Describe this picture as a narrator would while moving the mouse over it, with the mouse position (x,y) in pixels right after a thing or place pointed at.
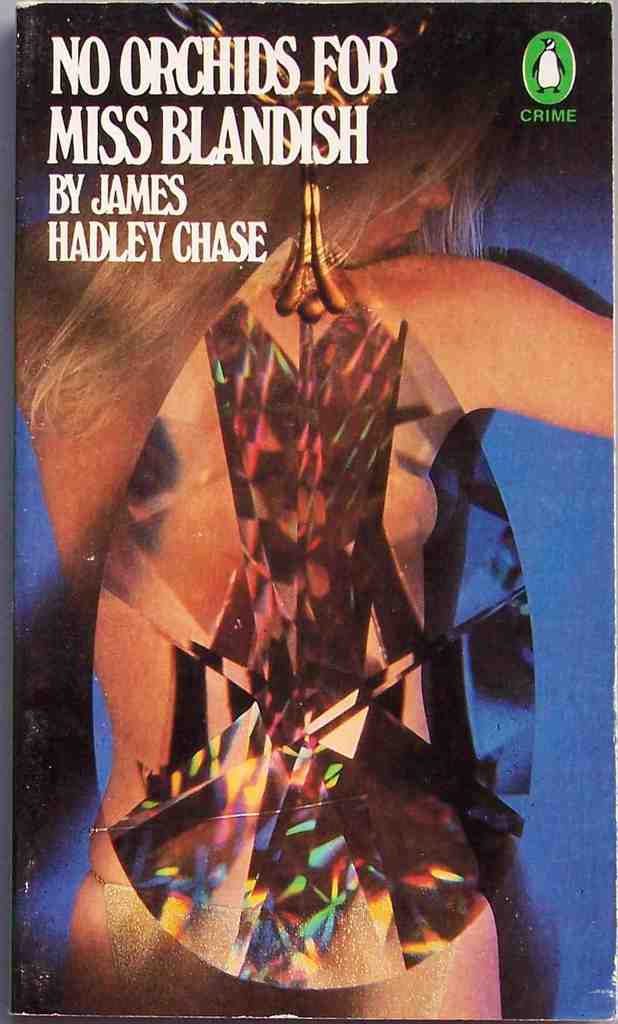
This picture contains the poster (205,573) of the woman (395,565). At the top of the picture (218,62), we see some text (140,206) written. In the background (545,521), it is blue in color.
